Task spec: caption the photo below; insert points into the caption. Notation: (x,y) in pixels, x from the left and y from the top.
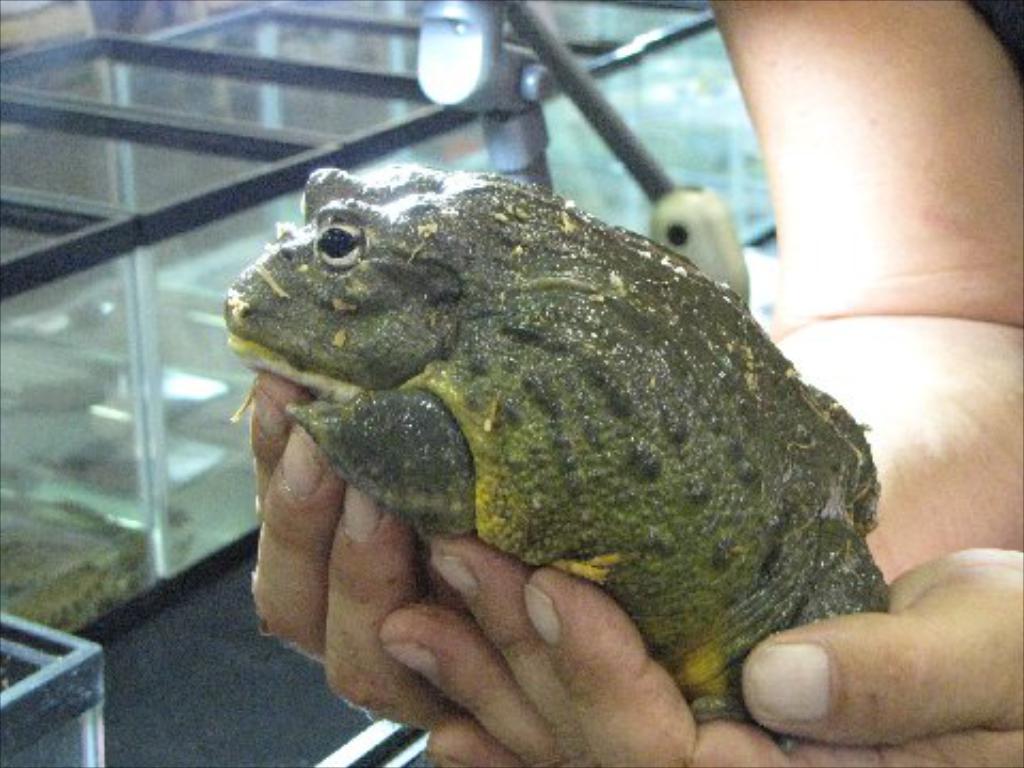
As we can see in the image there is a human hand (890,628) holding a frog (419,397) and there are boxes (252,160).
